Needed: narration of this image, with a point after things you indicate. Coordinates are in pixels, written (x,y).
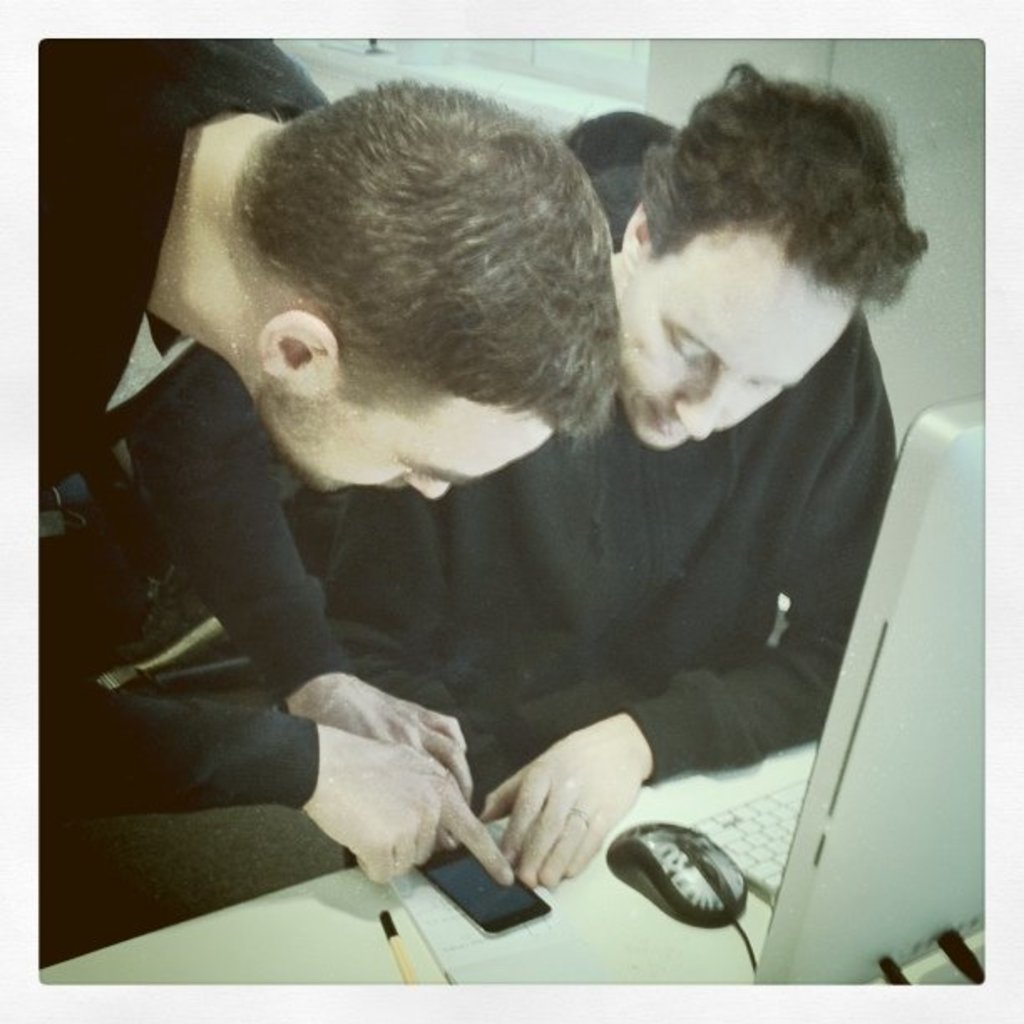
In this image we can see two persons (539,739) are operating a mobile phone (486,880) and in front of them a computer (827,828) is there.
